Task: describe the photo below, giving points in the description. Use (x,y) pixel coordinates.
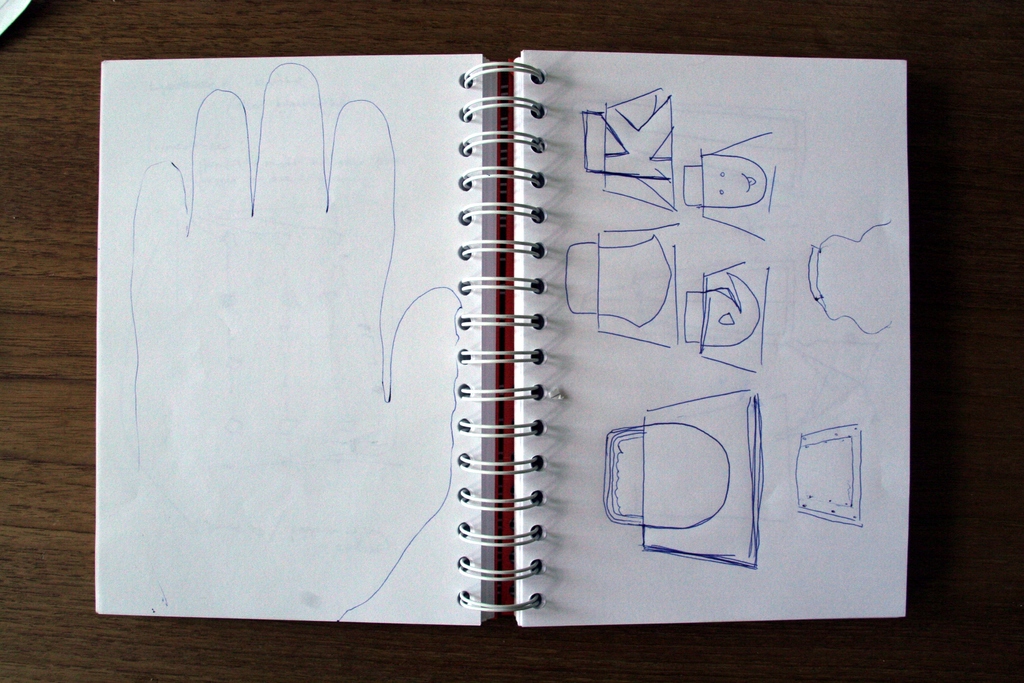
In the image on the wooden surface (1022,616) there is a spiral book (480,326). On the papers (369,380) there are few images (613,318) drawn on it.
